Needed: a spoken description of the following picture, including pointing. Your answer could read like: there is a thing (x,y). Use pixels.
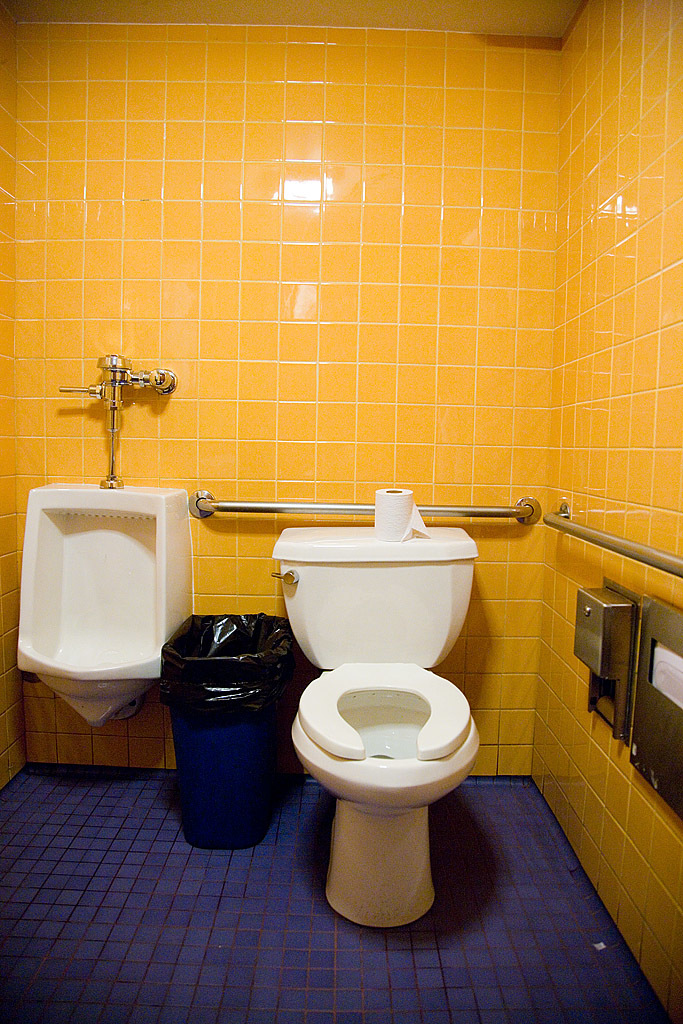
In this image, I can see a toilet seat (333,687) with the flush tank (312,593). This is a dustbin (242,780). I can see a urinal commode (105,503), which is attached to a wall (156,462). This is a tissue paper roll (389,530), which is placed on the flush tank (415,542). These are the hangers (569,527). I can see the walls (367,299) with the tiles (287,206), which are yellow in color.
